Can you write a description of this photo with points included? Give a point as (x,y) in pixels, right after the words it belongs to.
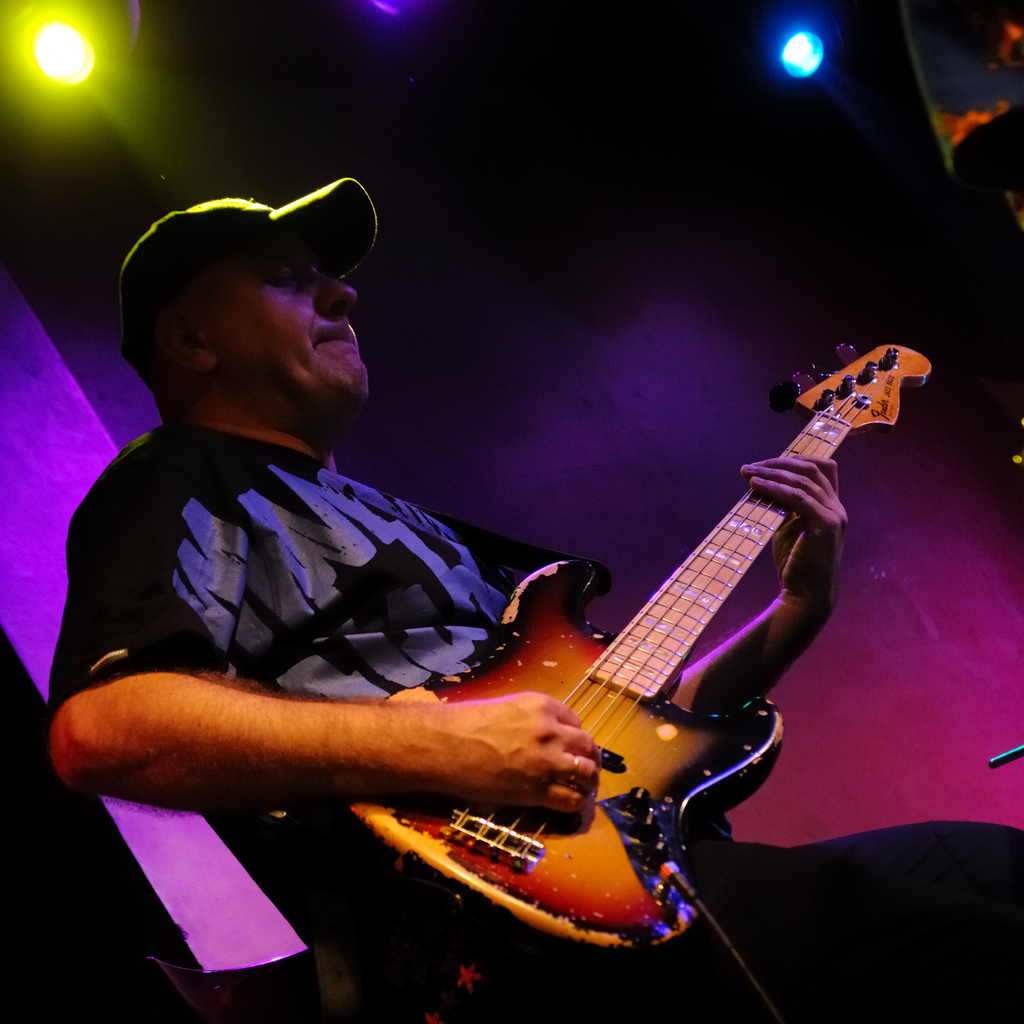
There is a man (218,680) who is playing guitar (536,622). He wear a cap (165,285). On the background (37,49) there are lights (818,56).
